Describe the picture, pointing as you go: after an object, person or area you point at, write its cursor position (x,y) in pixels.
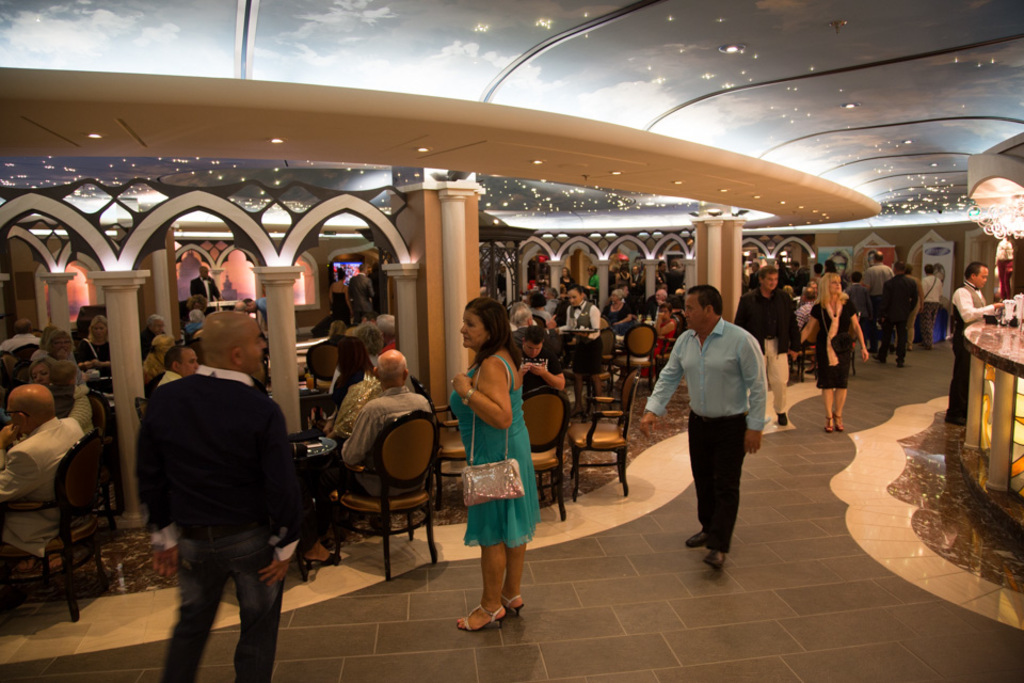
In this image, there are a few people (844,291). We can see some chairs (431,490) and tables (311,529). We can also see a desk (988,339) with some objects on the right (995,326). We can see the ground (951,443). We can also see the roof (865,91) and some lights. We can see some arches (84,184) and pillars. We can see some boards (878,246).
